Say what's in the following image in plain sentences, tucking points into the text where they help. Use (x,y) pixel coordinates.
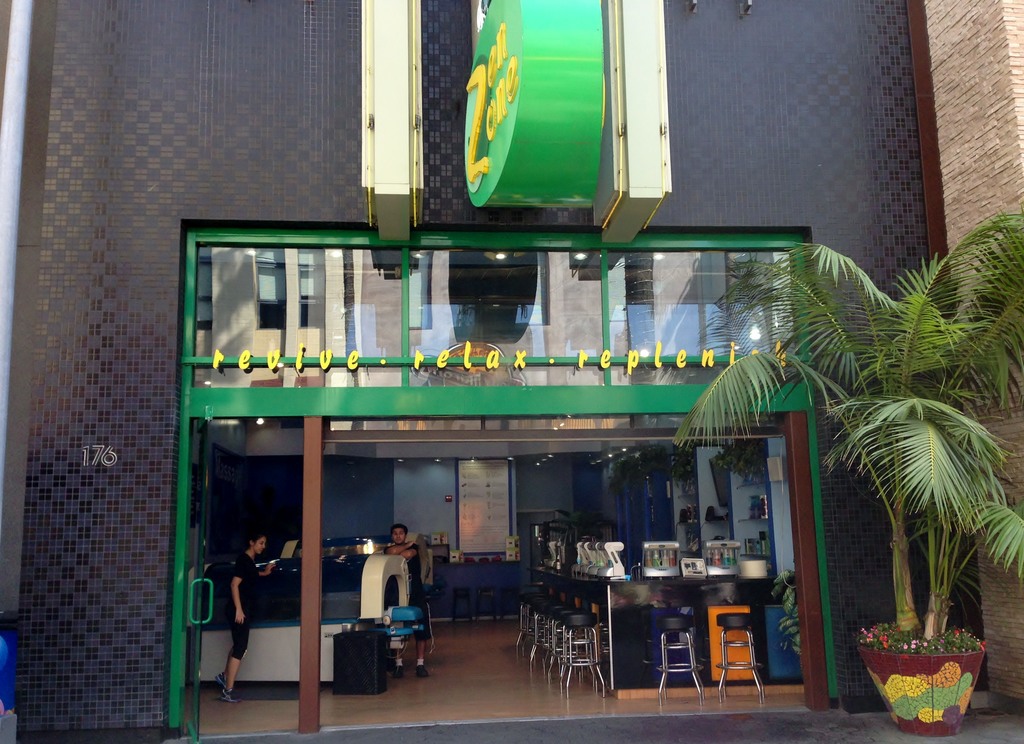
In the picture we can see plant (871,289), there are some chairs (524,613), there are two persons (245,632) standing inside the shop (403,587), there are some objects (582,569) and top of the picture (577,143) there are some boards (398,99) attached to the wall (310,83) of a building (47,312).
